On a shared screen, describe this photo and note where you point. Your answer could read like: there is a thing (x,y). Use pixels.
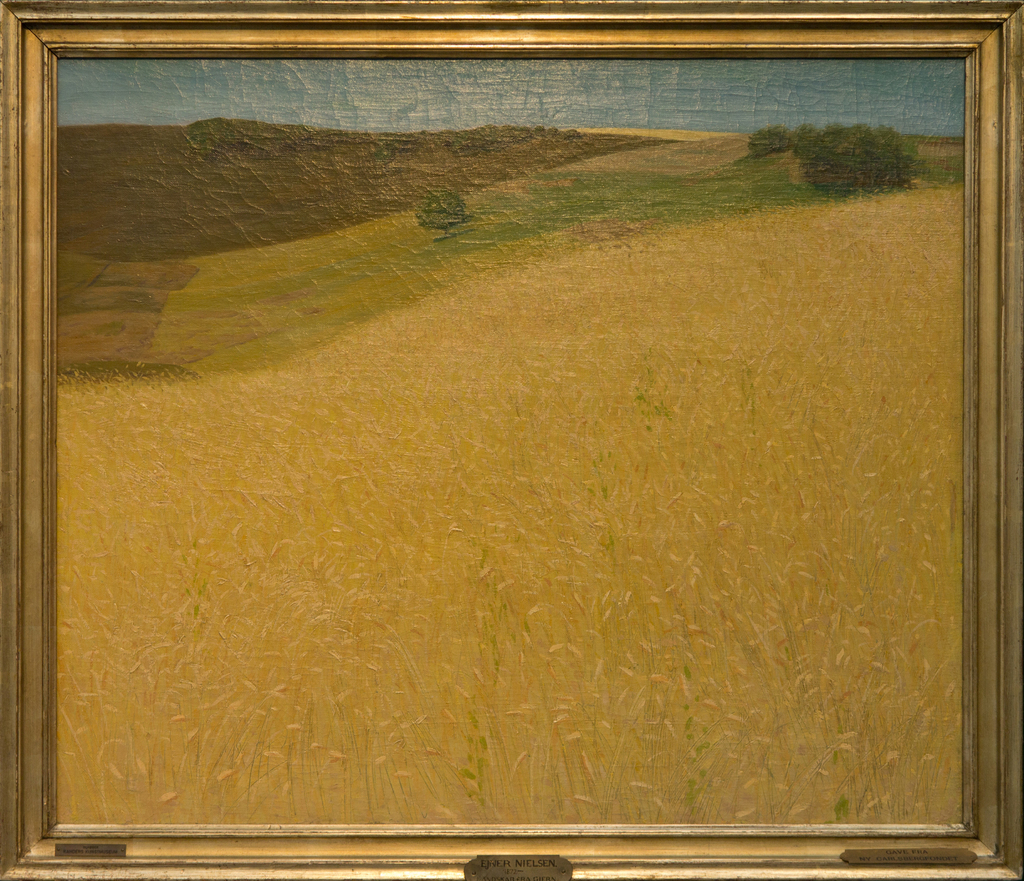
In this image we can see a photo frame (729,5) and in the photo (524,735) we can see grass (289,288), trees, hill (302,196) and sky (323,93).
